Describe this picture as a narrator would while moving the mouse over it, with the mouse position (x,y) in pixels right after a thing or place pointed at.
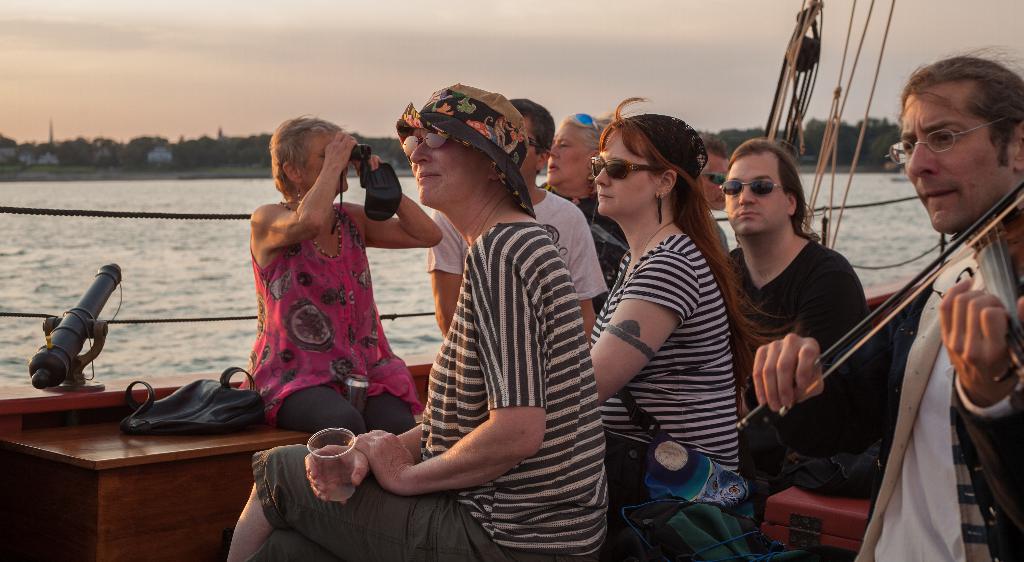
In the center of the image (644,333) we can see a few people (674,341) are sitting and they are in different costumes (581,279). Among them, we can see a few people (514,281) are holding some objects (828,372), few people (609,323) are wearing glasses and one person (479,466) is wearing a hat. And we can see a bag (690,487) and a few other objects (718,503). In the background (307,96), we can see the sky (196,59), clouds (350,35), water (210,186) and a few other objects (240,157).
